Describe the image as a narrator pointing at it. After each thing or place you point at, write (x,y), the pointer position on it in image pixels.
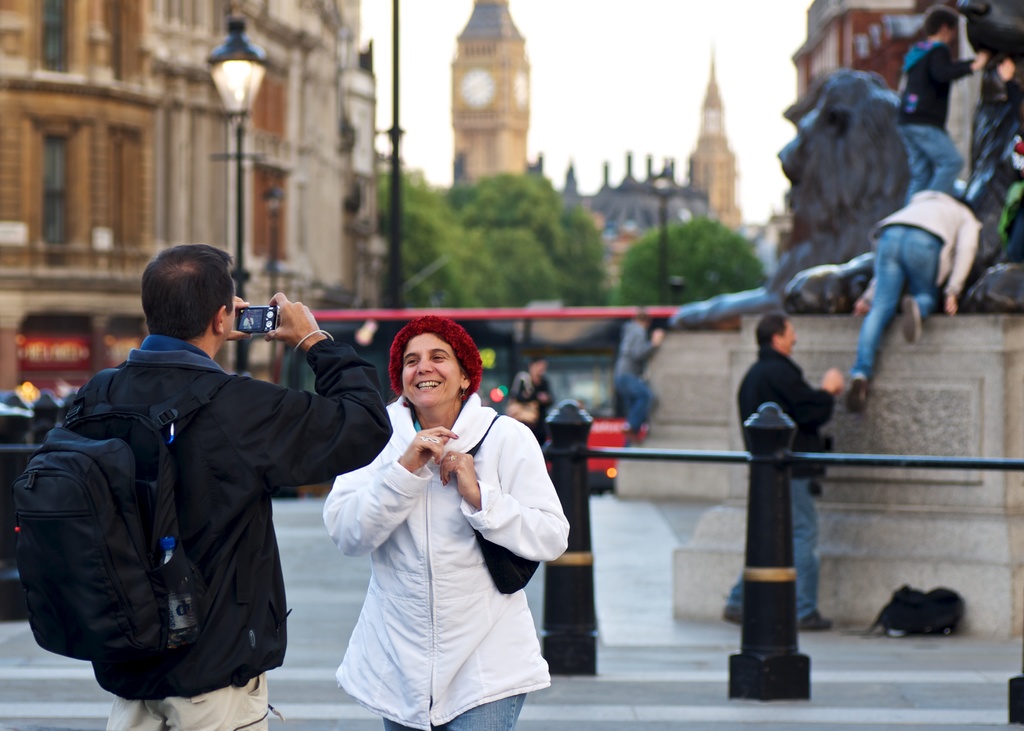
In this image, there is an outside view. There is a person (429,581) at the bottom of the image (462,489) standing and wearing clothes (401,557). There is an another person (208,496) on the left side of the image (174,475) holding a camera (259,323) with his hands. There is a sculpture (803,311) and two persons (931,152) in the top right of the image (884,230). There is a clock tower (527,76) and sky (582,60) at the top of the image (592,57). There is a building (283,79) in the top left of the image (37,119).
